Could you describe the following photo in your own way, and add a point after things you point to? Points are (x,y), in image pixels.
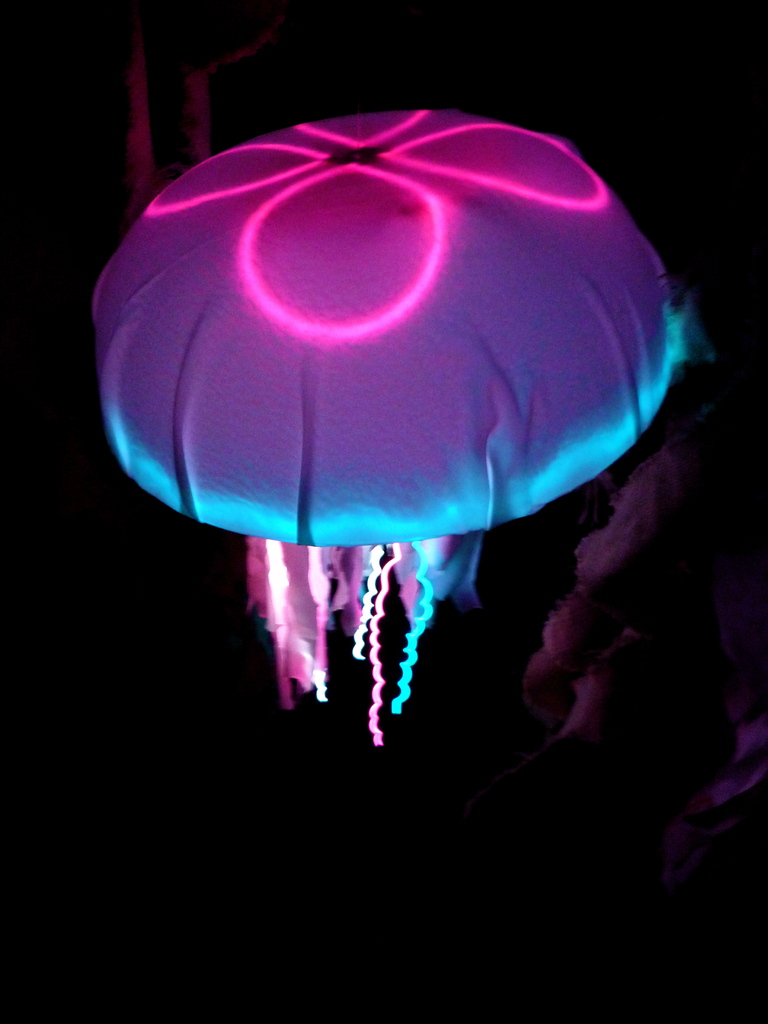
In this image we can see a jellyfish (342,483), here is the light (219,528).
